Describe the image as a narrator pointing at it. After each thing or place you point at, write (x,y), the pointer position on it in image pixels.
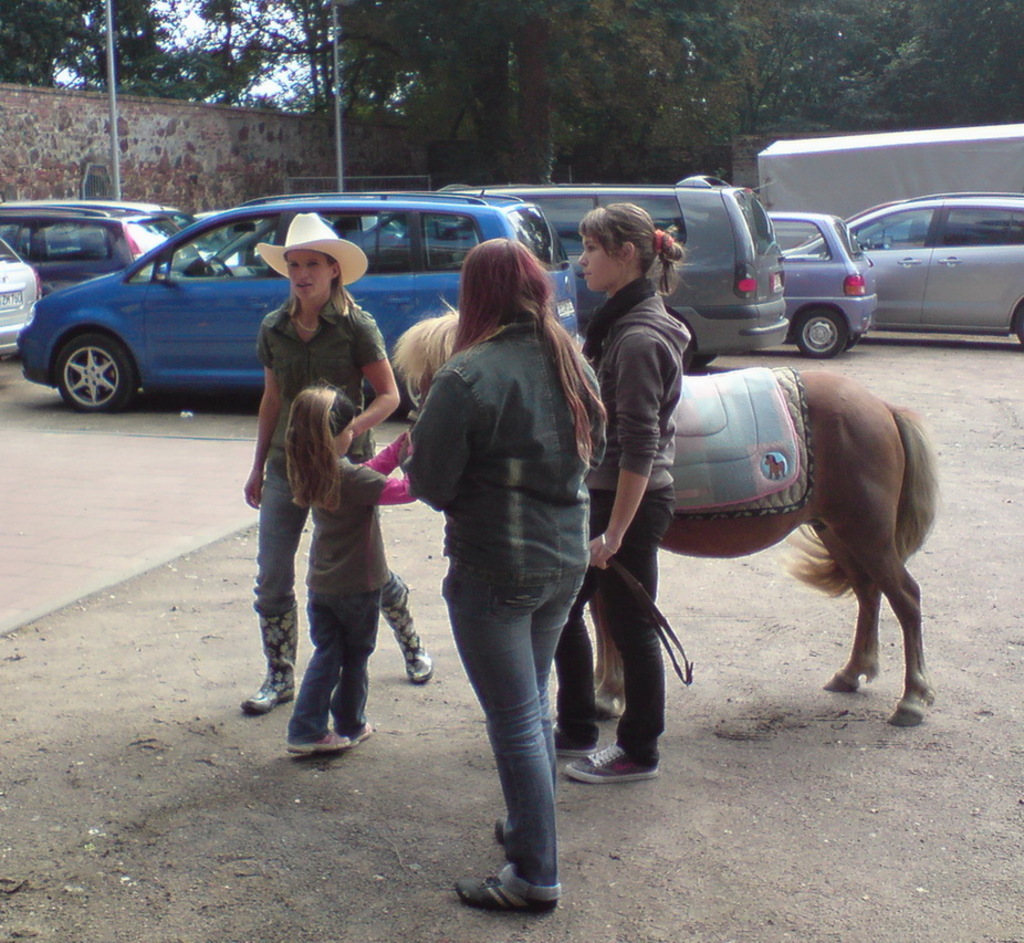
These four persons (314,387) are standing beside this horse (849,472). Far there are number of vehicles (84,238) and trees (738,32). This person (327,311) wore a hat (335,251).
